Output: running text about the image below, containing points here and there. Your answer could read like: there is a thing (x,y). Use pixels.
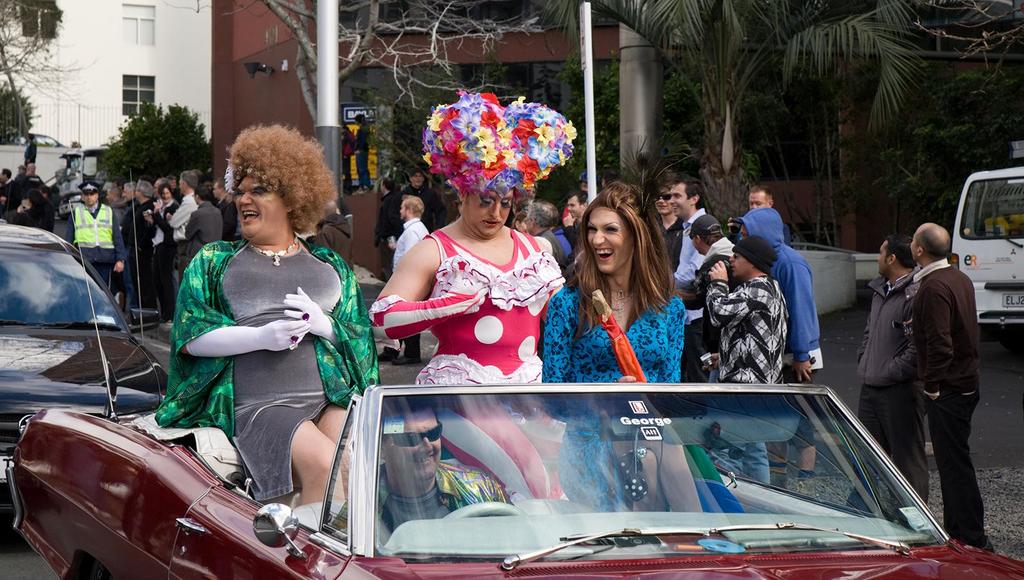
There are three person (476,297) sitting on car (375,521) and a man (435,471) wearing a specs (429,436) is on the driving seat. And the persons (448,252) are wearing something on their head (478,141). In the back (54,302) there is another car (57,327). In the background (182,201) there are many people (750,243) standing, building (269,65), trees (688,87), pillars (662,97), vehicles (998,198), windows (138,111). And a person (102,219) wearing a jacket (95,213) and cap (86,186) is standing in the background (105,250).
